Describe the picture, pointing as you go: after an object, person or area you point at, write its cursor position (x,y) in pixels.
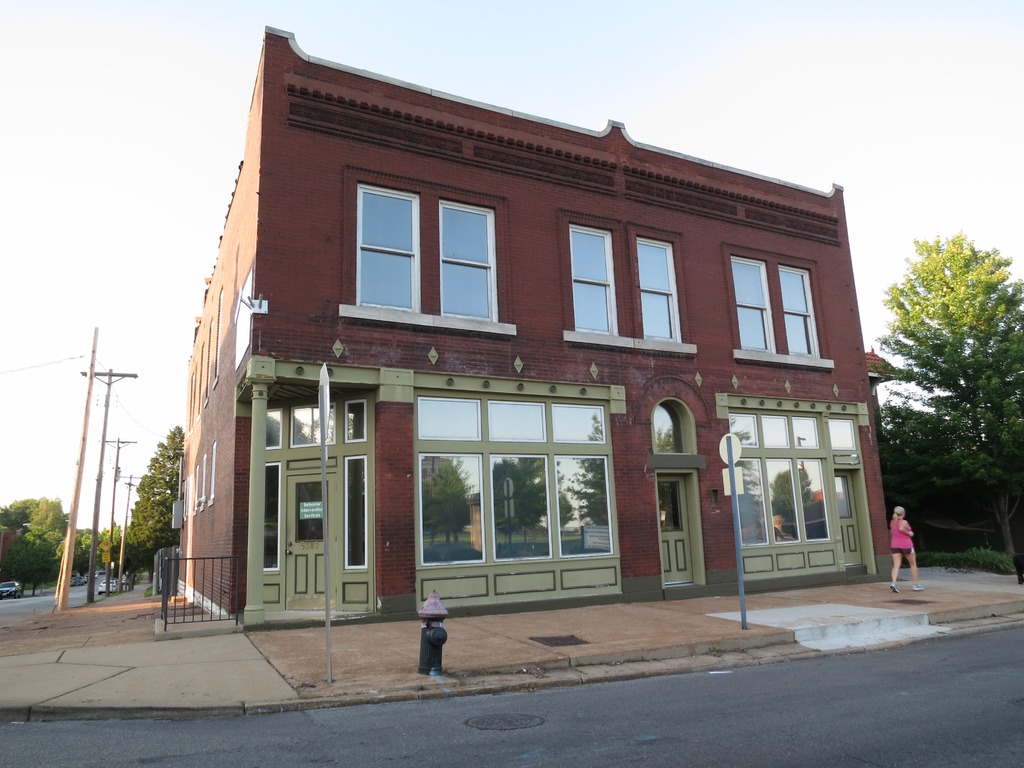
In this image in the center (533,301) there is a building (637,429), and on the right side (956,428) and left side (47,569) there are trees (87,541) and also we could see some poles (92,570), boards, railing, fire hydrant (429,657), and one person (896,524) is walking. At the bottom (715,723) there is road (924,700) and some vehicles (76,579), at the top (616,63) there is sky (743,51).
